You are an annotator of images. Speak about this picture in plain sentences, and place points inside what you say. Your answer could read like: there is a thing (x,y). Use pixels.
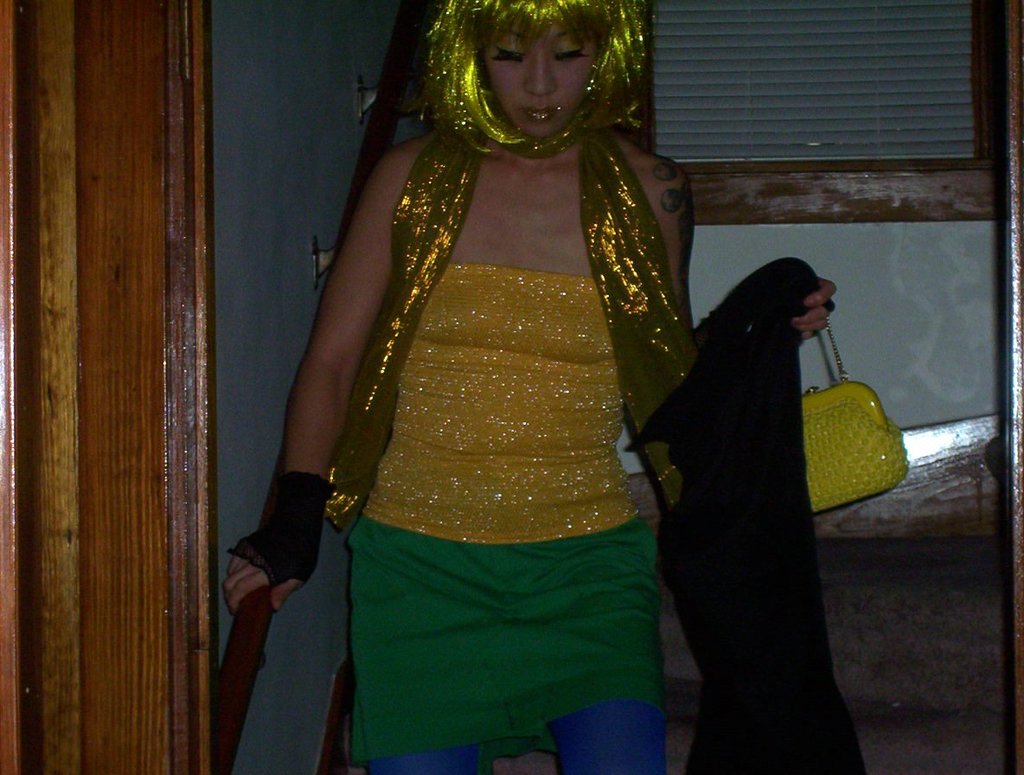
This image consists of a woman (571,436) holding a bag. The hair (469,88) is in green color. To the left (104,451), there is a door (66,445). In the background (306,115), there is a wall (303,171).
